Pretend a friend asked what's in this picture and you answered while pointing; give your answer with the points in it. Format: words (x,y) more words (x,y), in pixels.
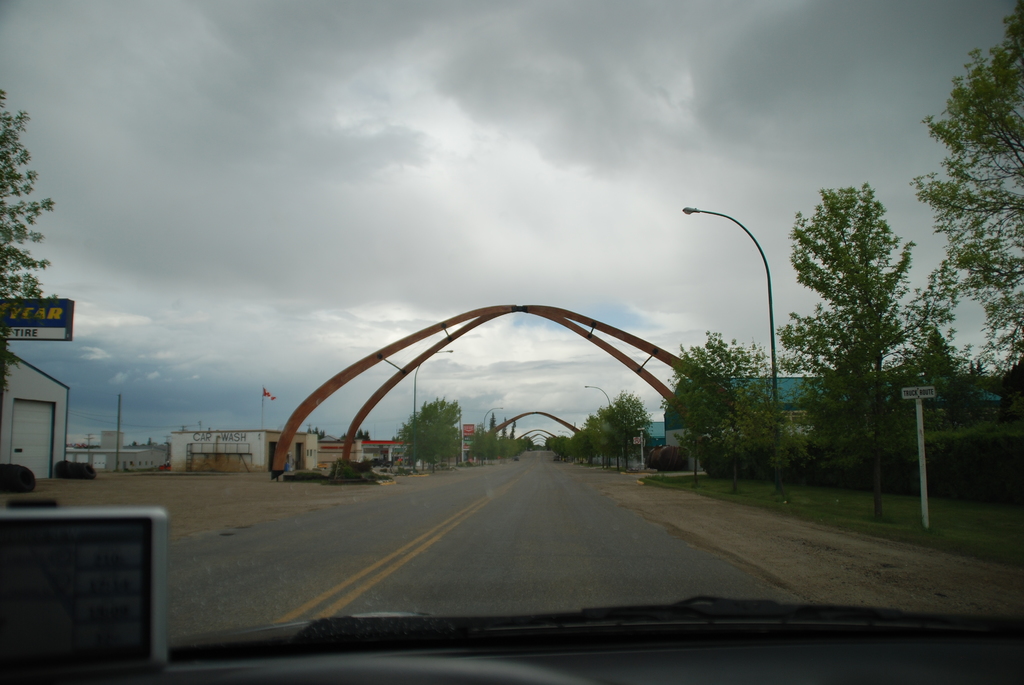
In this image we can see road (475,547). To the both sides of the road (445,554) trees (762,396), poles (776,405) and buildings (11,455) are present. The sky (459,195) is covered with clouds (311,233).
